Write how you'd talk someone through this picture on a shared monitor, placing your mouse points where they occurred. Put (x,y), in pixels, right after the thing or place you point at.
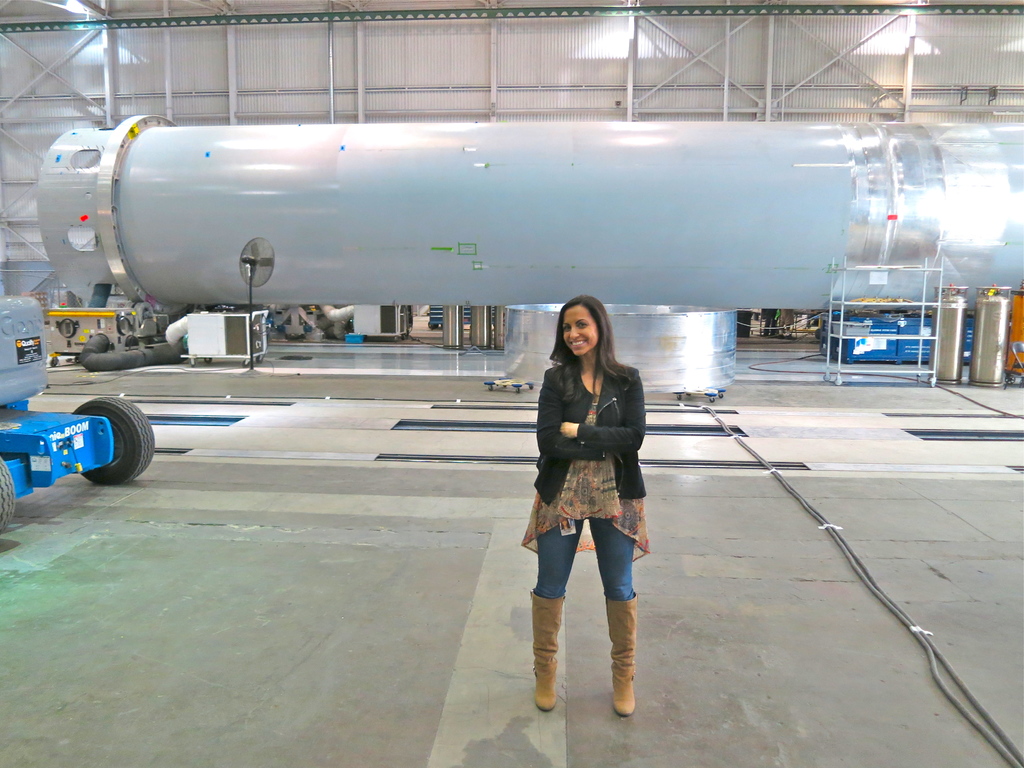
In this picture we can see a woman (536,623) standing on the ground (766,621) and in the background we can see a vehicle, fan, rack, some objects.
